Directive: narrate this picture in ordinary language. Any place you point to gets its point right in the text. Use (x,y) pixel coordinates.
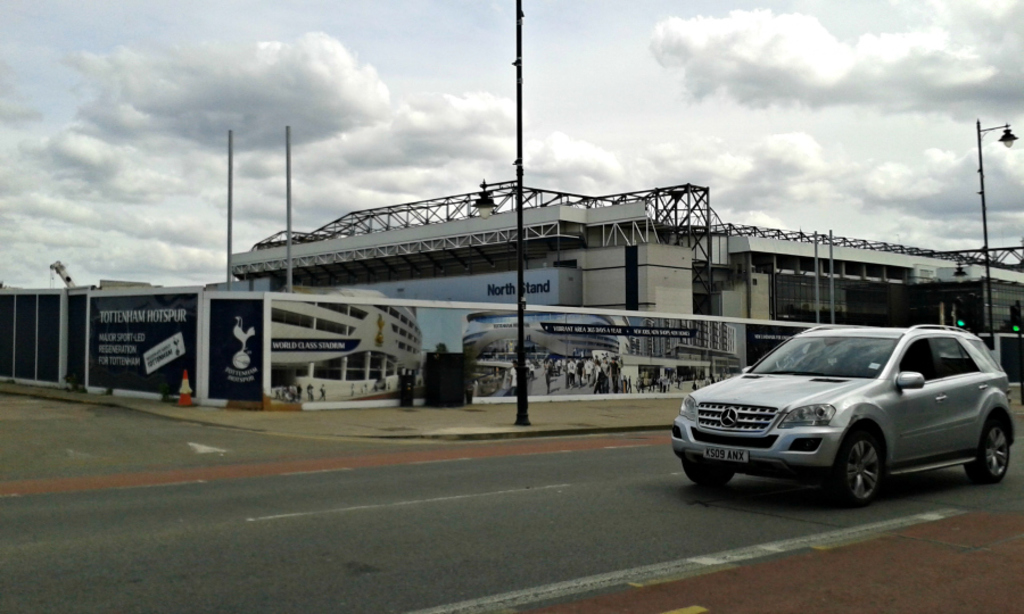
In this image, we can see a car (766,464) on the road (331,489) and to the left of the car (808,424) we can see some poles (521,13) and there is also a wall (478,353) with some images (416,356) and text (589,330) printed on it. Behind the wall (570,311) we can see a building (648,249) and there is also sky (765,124).
